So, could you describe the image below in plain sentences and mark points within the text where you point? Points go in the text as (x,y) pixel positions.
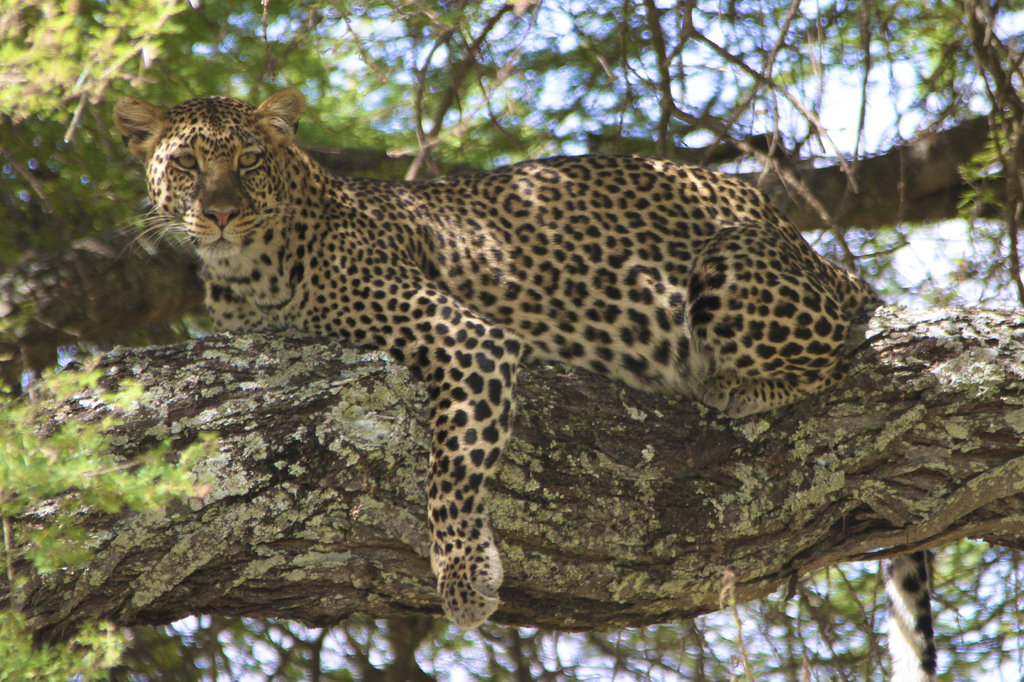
In this image I can see a leopard (463,344) on the branch (647,475) of a tree (647,475). The background of the image (540,103) is blurred.
